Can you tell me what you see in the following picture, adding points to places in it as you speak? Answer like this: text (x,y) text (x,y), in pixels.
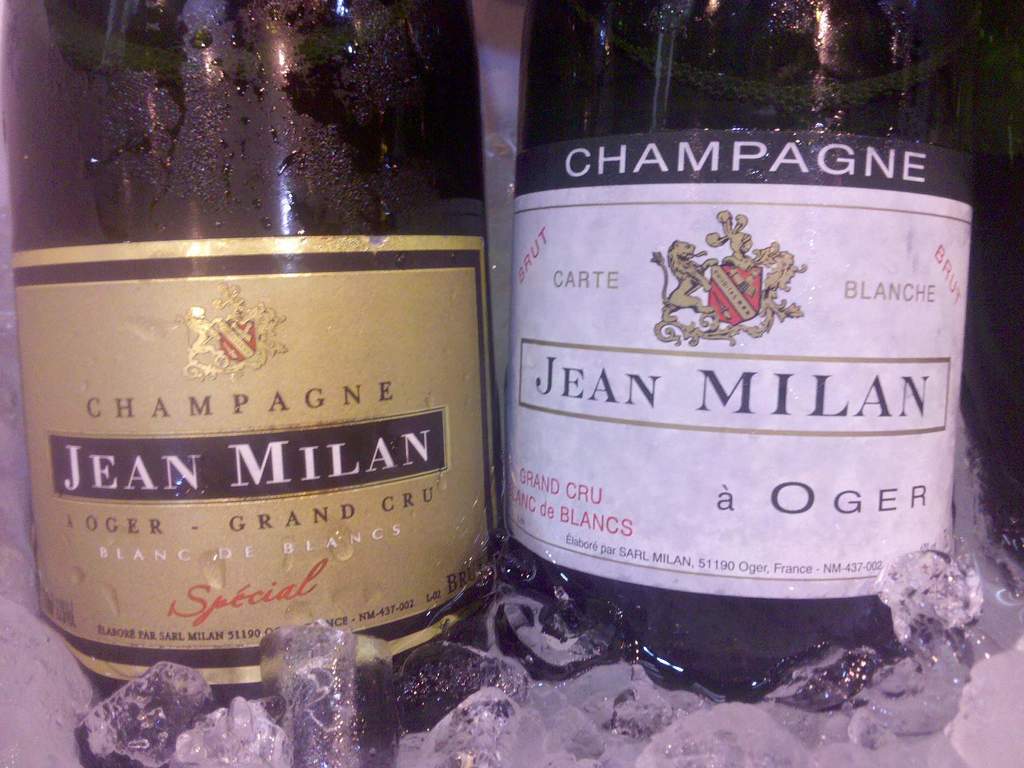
In this image there are 2 wine bottles (330,322) with a label (460,373) kept in a ice cubes (451,656).
